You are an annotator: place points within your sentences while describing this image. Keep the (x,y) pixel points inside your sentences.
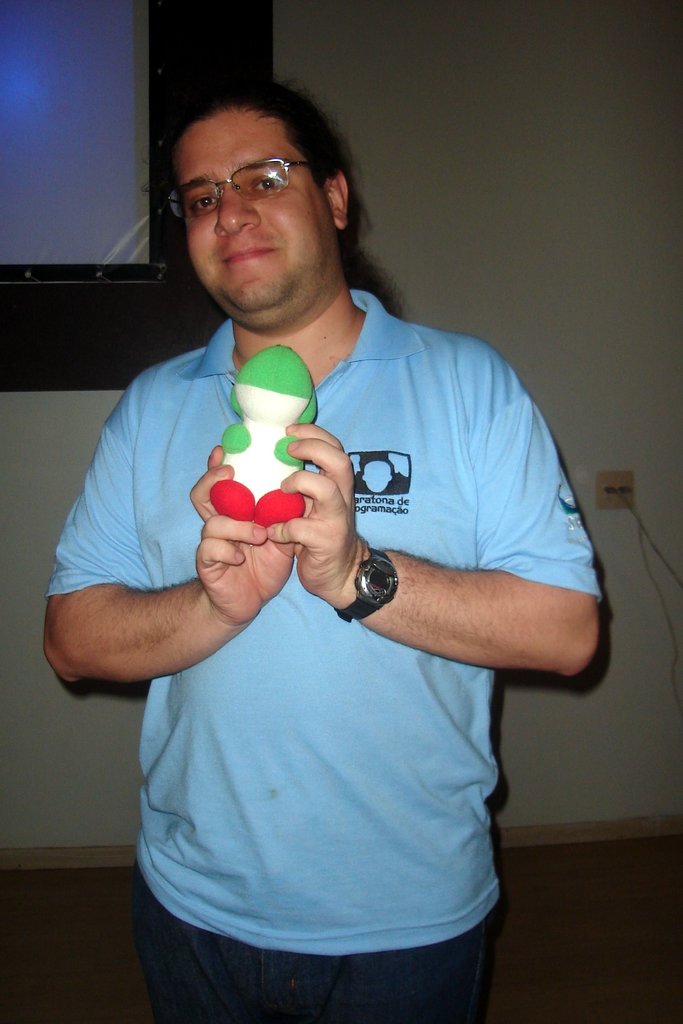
In this image we can see a man (399,688) wearing specs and watch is holding a toy (264,451). In the back (370,90) there is a wall (354,83).
